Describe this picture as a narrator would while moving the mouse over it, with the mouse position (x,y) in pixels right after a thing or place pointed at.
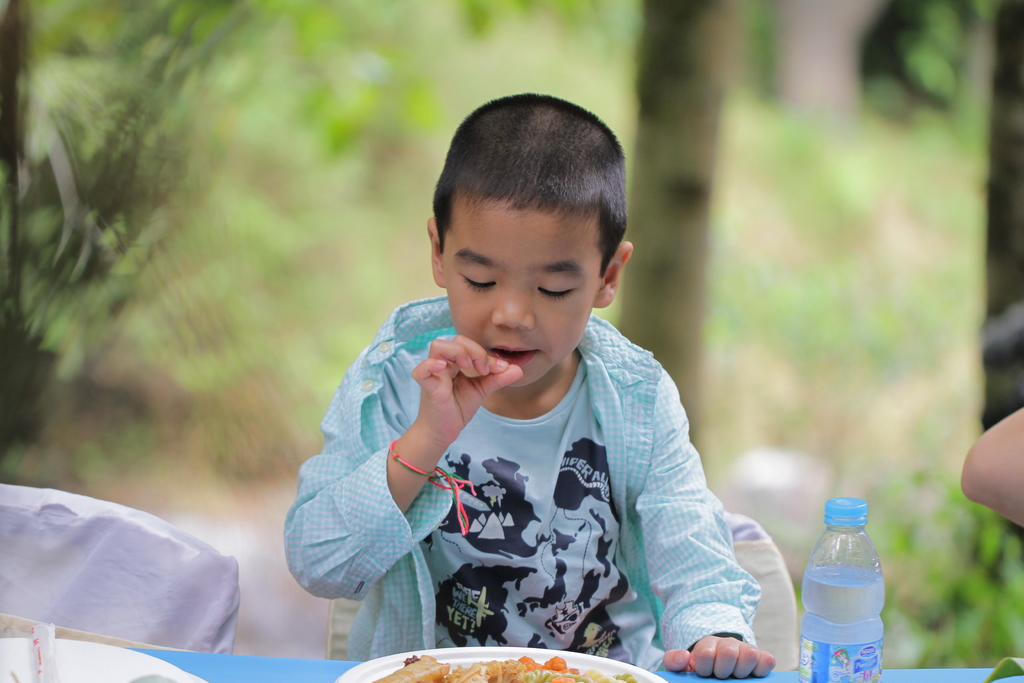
There is a boy (455,462) wearing a blue shirt (626,515) is sitting on a chair (776,604). In front of him there is a table (896,673). On table (934,673) there is a bottle (831,629) and a plate (357,674) with some foods (500,667). Near to him another chair (117,511) is there.
